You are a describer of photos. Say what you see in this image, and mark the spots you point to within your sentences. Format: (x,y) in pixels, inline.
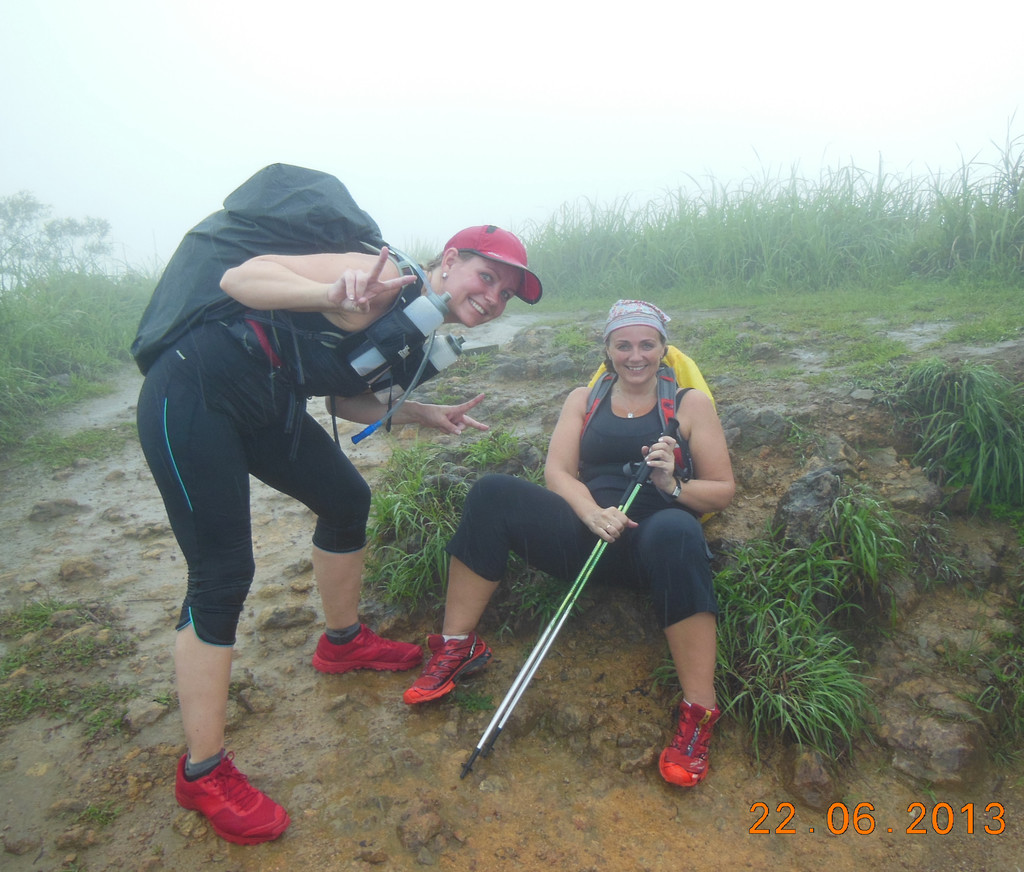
The girl (657,413) in black T-shirt (660,426) and yellow backpack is smiling. Beside her, the girl (278,411) in black T-shirt (320,365) who is wearing a black backpack (290,196) and red cap (499,250) is posing for the photo. She is smiling. In the background (42,266), we see trees (43,258) and grass (685,263). At the top of the picture (399,120), we see the sky (368,186) and it is a rainy day.
